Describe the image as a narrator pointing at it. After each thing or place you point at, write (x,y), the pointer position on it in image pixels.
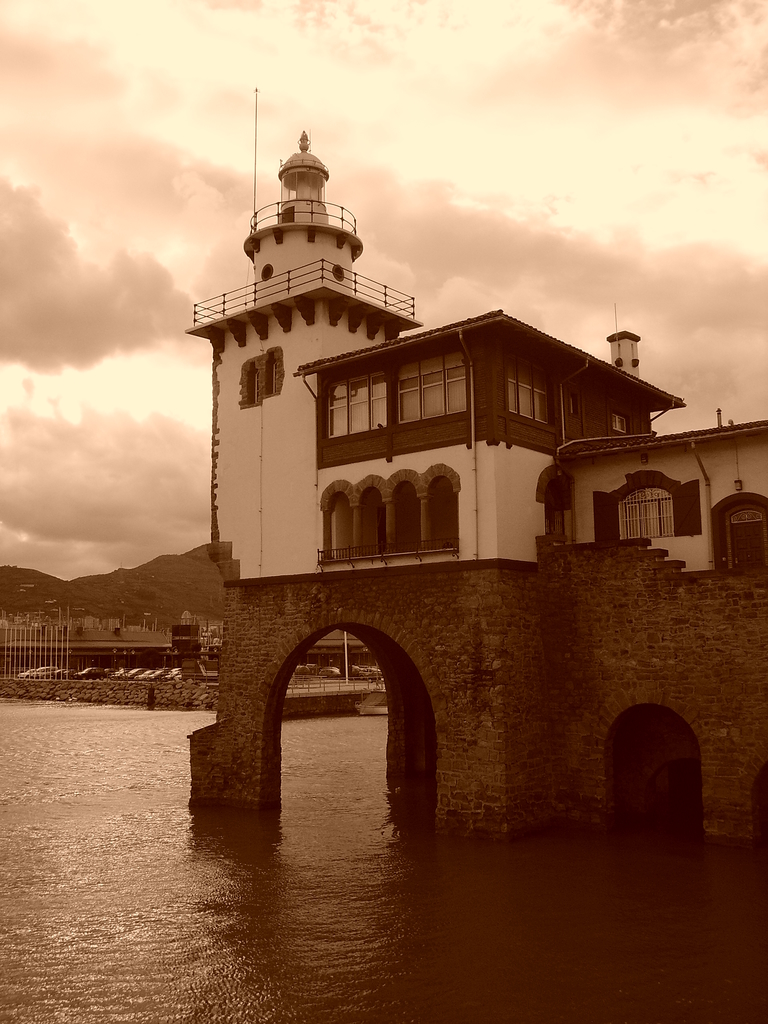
In this image we can see a building (373,409) with windows (418,409) and pillars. We can also see a wall (556,787), water (407,803), a group of vehicles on the ground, some poles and the sky (202,456) which looks cloudy.
